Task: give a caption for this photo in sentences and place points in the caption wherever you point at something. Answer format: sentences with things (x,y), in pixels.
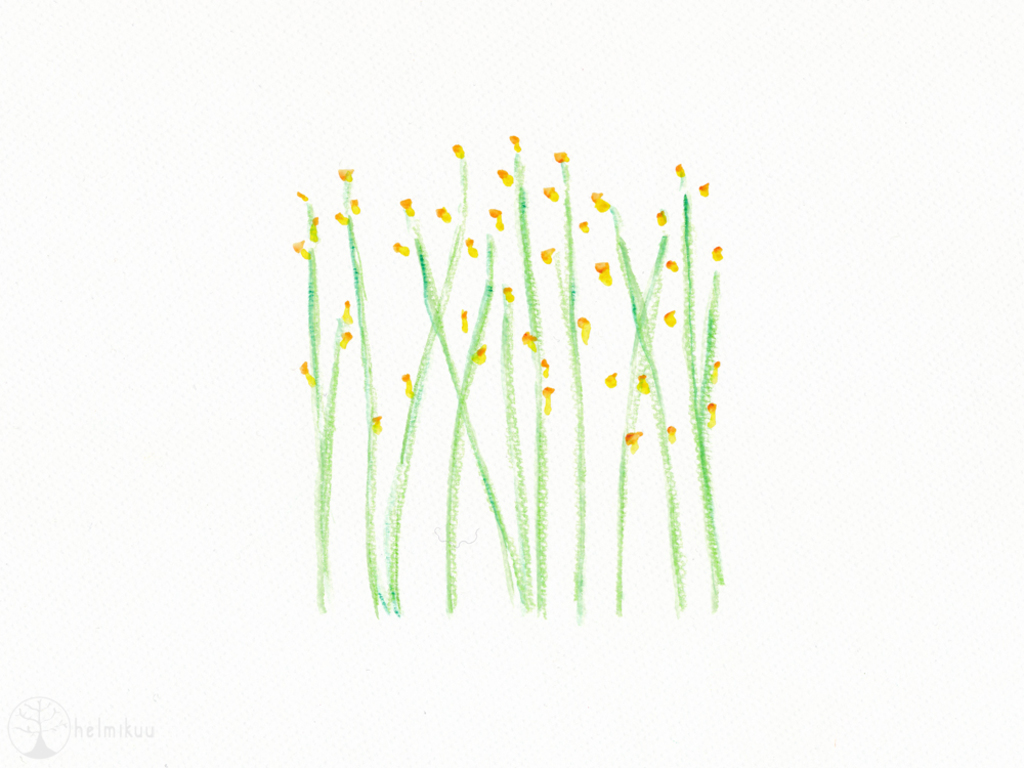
This is the picture of a drawing in which there are some plants (577,386) to which there are some flowers (581,322).
